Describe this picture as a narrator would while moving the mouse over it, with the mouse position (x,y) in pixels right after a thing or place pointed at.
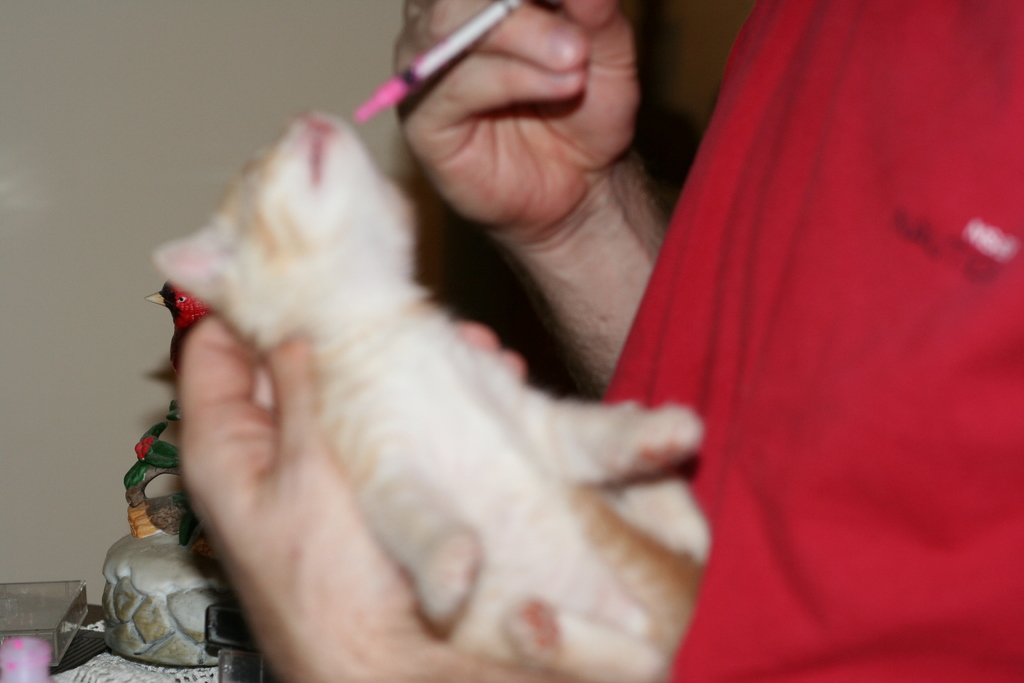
In this image in the front (751,374) there is a person (825,316) standing and holding an animal (364,405) in hand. In the background (139,564) there are toys (146,514).
